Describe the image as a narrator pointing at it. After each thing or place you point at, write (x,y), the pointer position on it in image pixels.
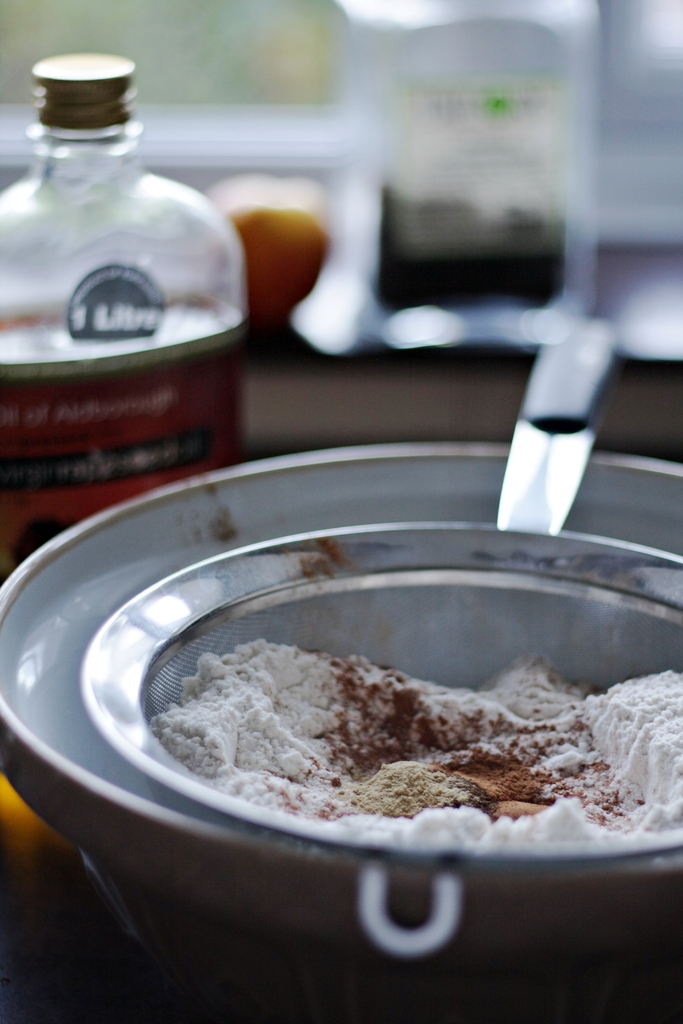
In the image there is a metal bowl (216,930) on which there is metal filter (430,658) with some flour (636,756) in it and at back (69,131) side there is a bottle (215,263) with a liquid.
